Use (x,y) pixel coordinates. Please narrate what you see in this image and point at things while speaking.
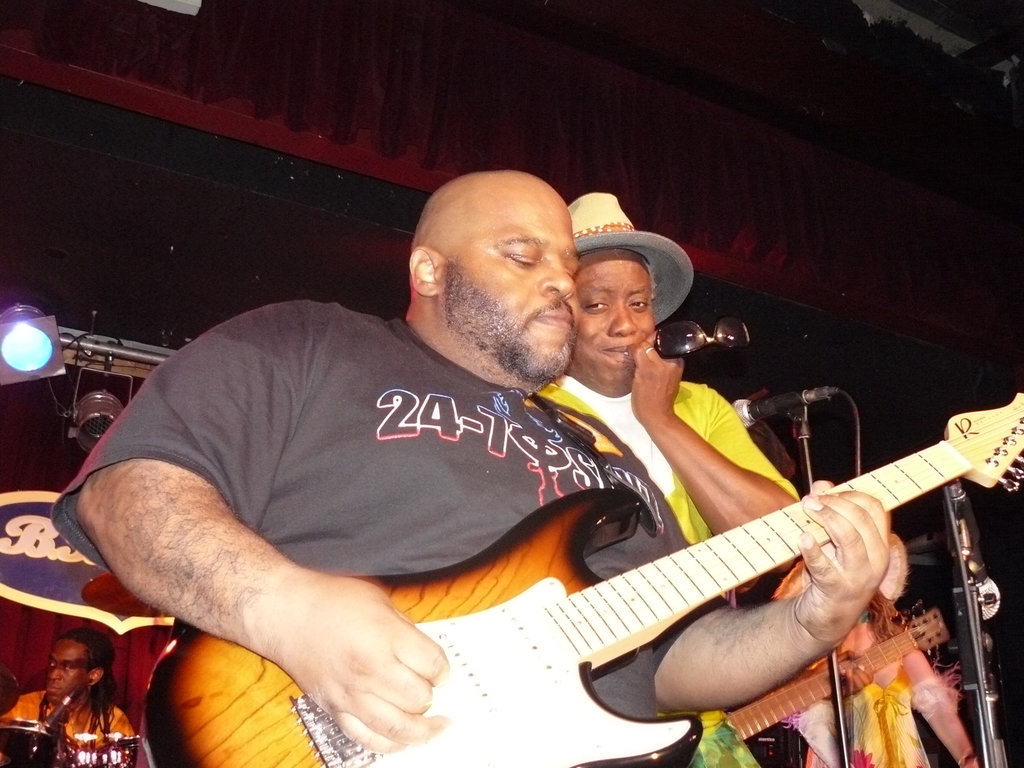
In this image, few peoples (35,702) are playing a musical instrument (309,715). And the person (658,370) in the middle (681,419), he hold a goggles (682,347). At the background (38,527), we can see banners (34,548), curtain (36,639) and light (17,381).
